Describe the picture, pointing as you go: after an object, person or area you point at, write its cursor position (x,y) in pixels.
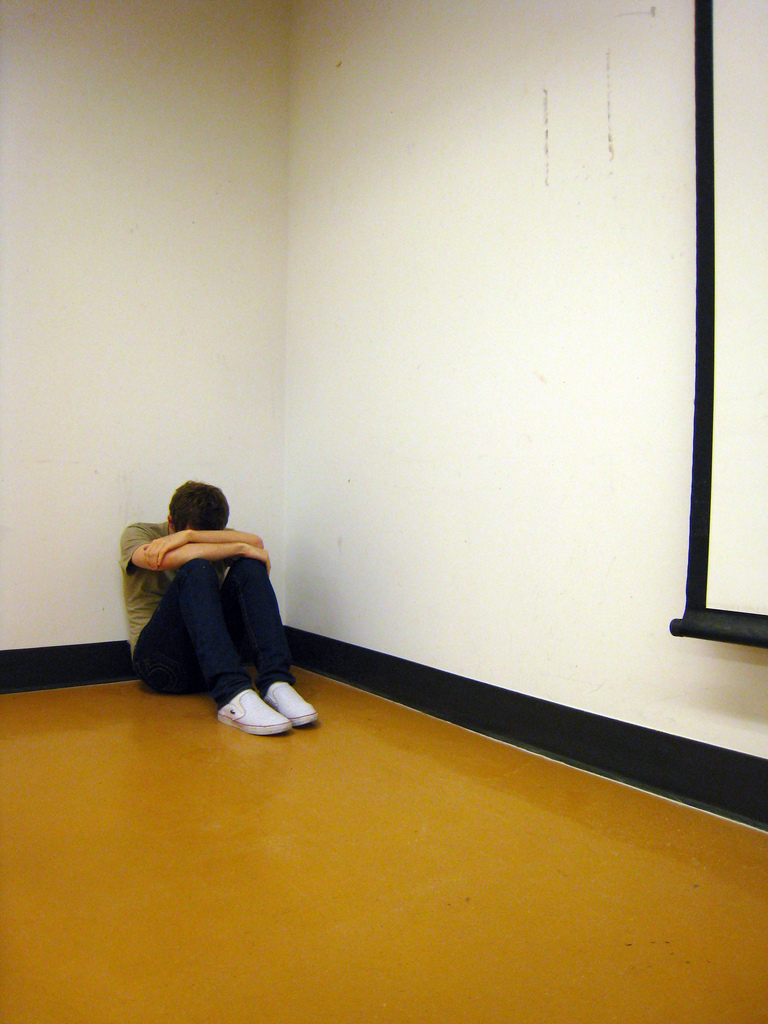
In this image, we can see a person (200,629) is sitting on the floor (272,868). His forehead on his hands (168,545). His hands (151,559) on his knees (244,582). Background (236,381) there is a white walls (300,375). Right side of the image (744,348), we can see the screen (730,473).
